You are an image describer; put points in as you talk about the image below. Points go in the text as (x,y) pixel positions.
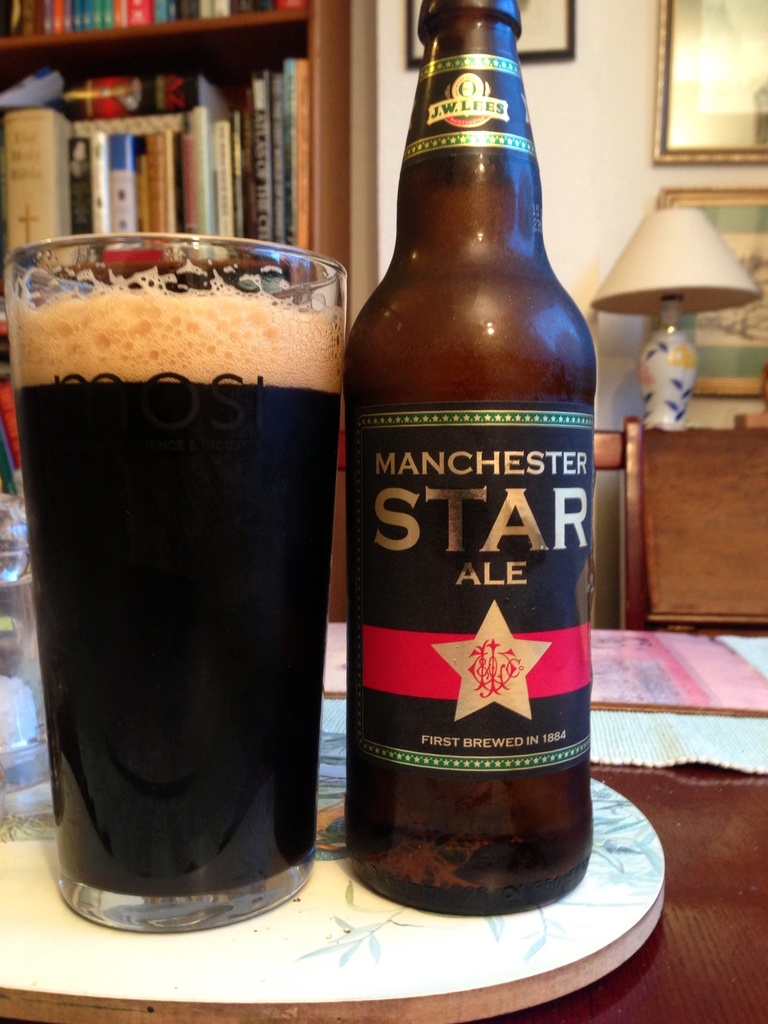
In this image we can see the bottle (547,683) and glass (242,605) with a drink (242,605) on the table (699,819). And there are mats (618,763) and glass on the table (732,650). And at the side there is a chair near the table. At the back (674,206) there are photo frames (663,81) attached to the wall (635,70). There are different types of books (177,114) arranged in racks (140,60).
